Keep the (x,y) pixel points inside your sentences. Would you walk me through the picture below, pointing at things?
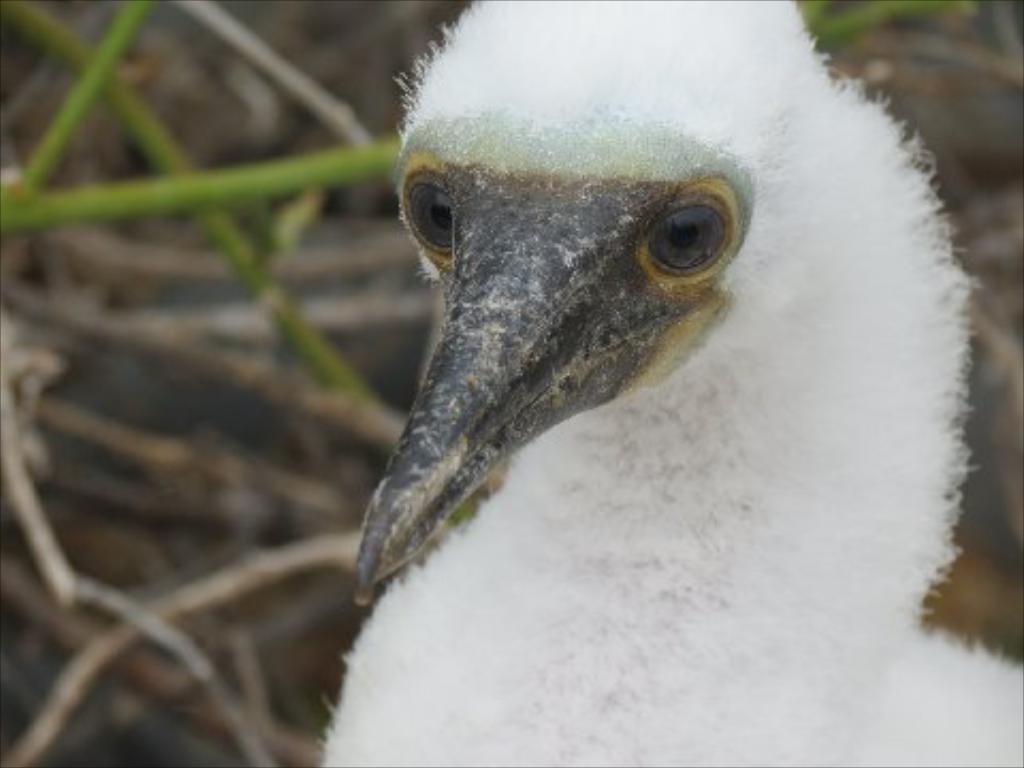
In this image, we can see a bird (479,425) and in the background (199,303), there are twigs (204,457).
